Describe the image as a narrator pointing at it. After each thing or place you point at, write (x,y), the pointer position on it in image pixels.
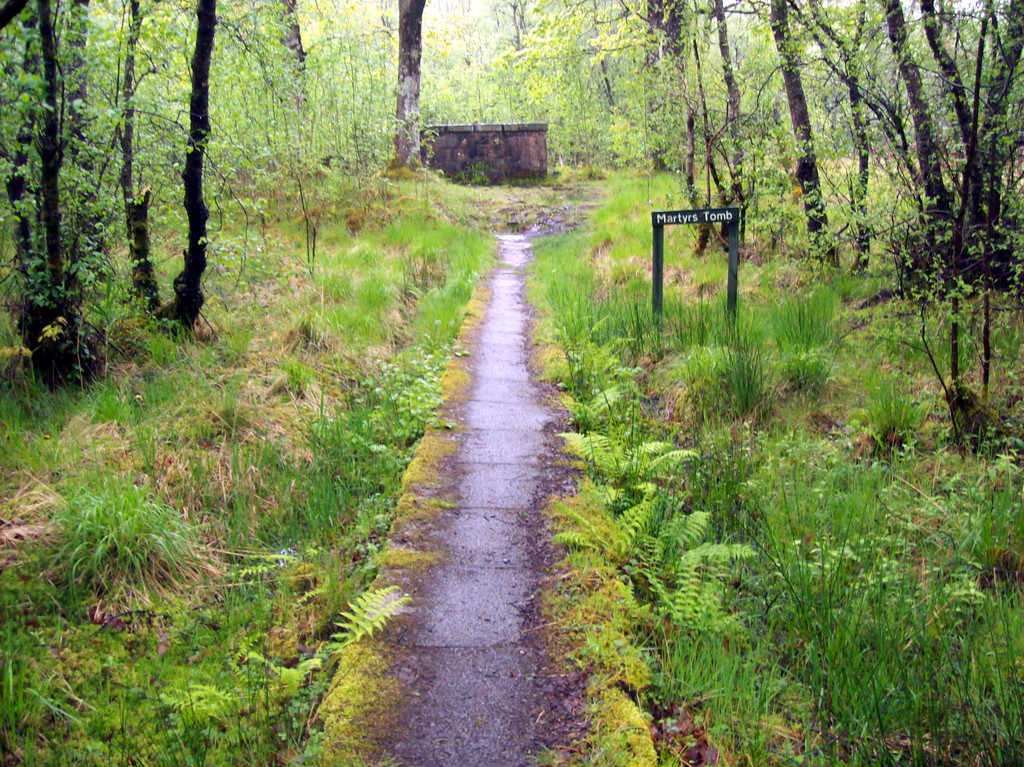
In this picture I can see the path (532,445) in the center (490,296) and on both the sides, I can see the plants (596,265) and the trees (664,148). On the right side of this picture (723,212) I can see a board (660,222) on which there is something is written.
